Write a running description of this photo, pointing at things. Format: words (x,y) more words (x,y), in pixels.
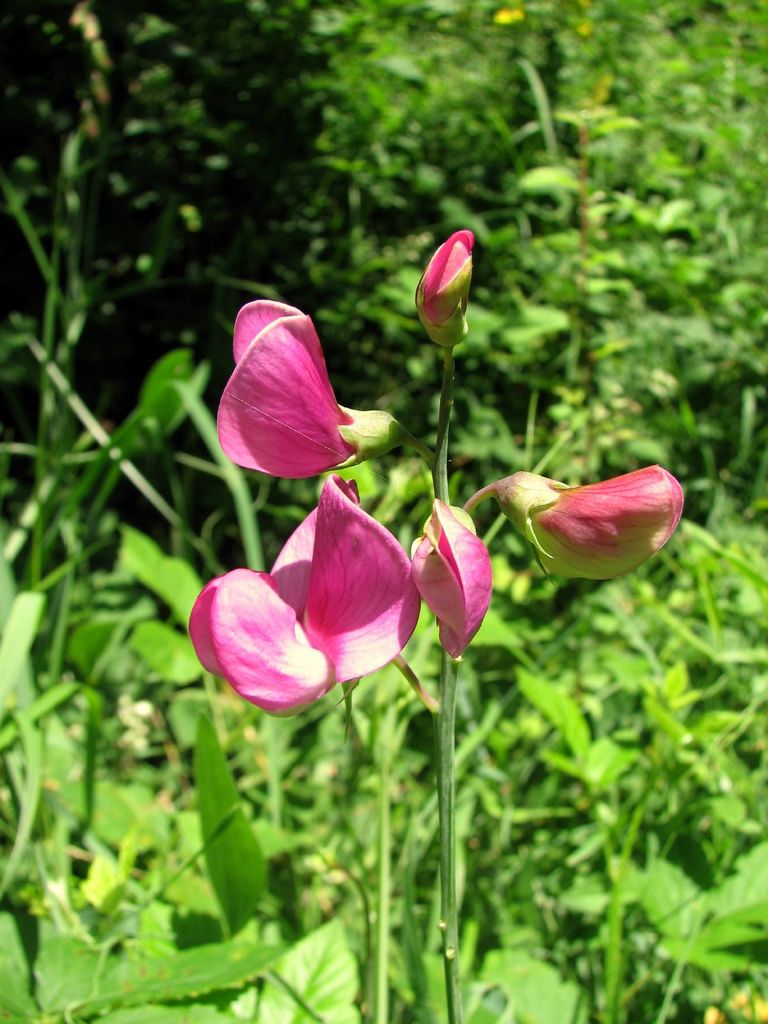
In this image there are few flowers (363,516) to a plant (444,831). Flowers (397,629) are in pink color. Background (767,121) there are few plants (585,736) having leaves (625,745).
